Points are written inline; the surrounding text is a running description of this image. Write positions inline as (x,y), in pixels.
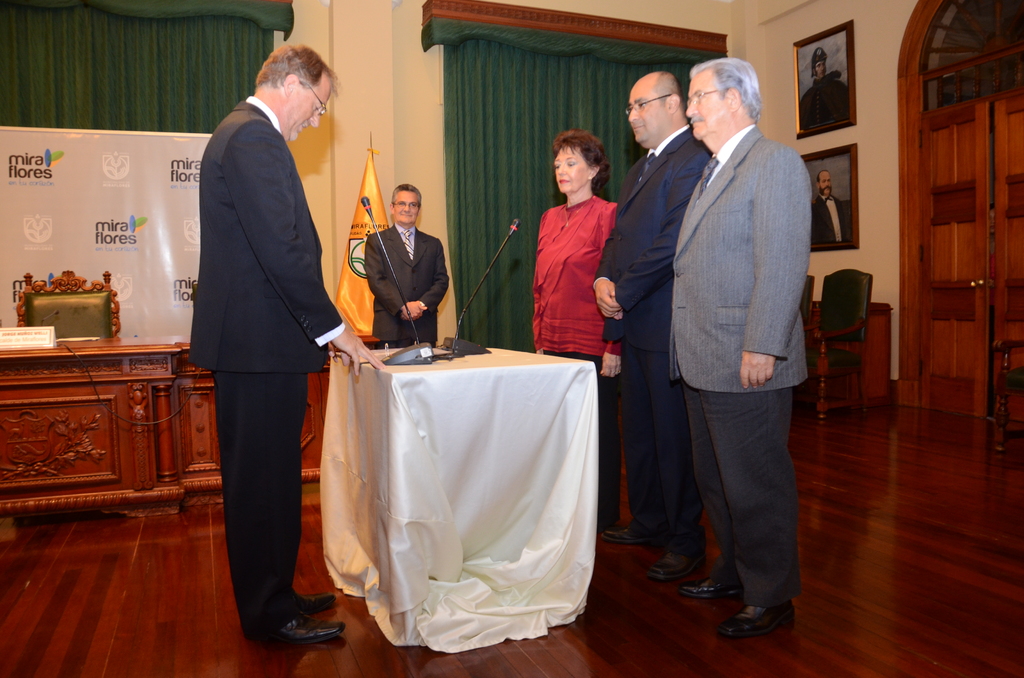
People (382,285) are standing near the table (547,361) and on the table (473,373) there is microphone (423,350) and here there is in the back (374,187) is flag (374,187) curtains (500,101), chair (78,312) and the poster (131,208) and on wall (864,107) there are photo frames (832,163) beside there is door (967,279).
